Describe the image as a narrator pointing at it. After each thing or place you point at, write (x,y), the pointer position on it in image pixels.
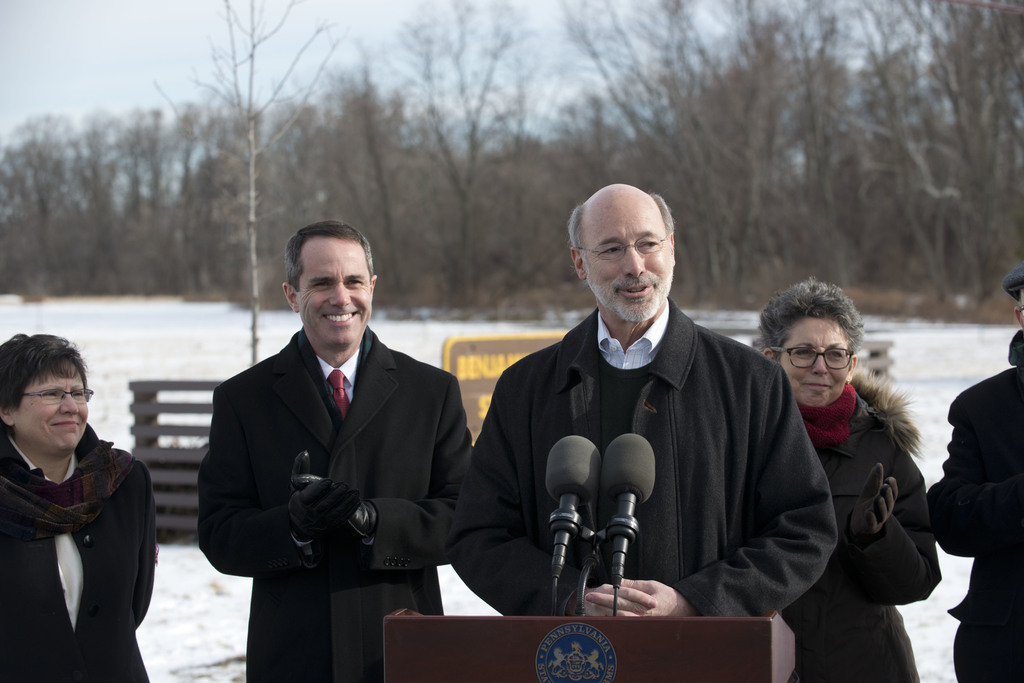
In this picture I can see a man (618,212) standing near the podium (486,635), there are mikes (621,510) on the podium (689,661), there are four persons (1016,678) standing, there is a board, snow (375,313), there are trees (231,200), and in the background (168,69) there is the sky (168,69).
